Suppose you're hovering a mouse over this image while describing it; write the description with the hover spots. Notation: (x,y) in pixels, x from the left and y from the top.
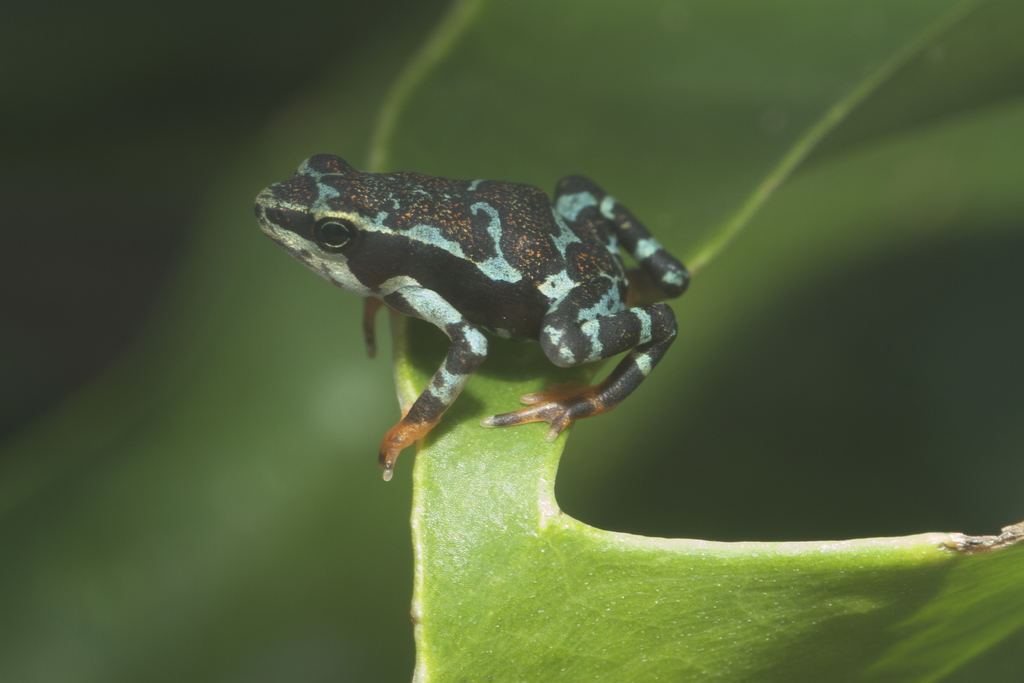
In the picture there is a frog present on a leaf (803,4).
